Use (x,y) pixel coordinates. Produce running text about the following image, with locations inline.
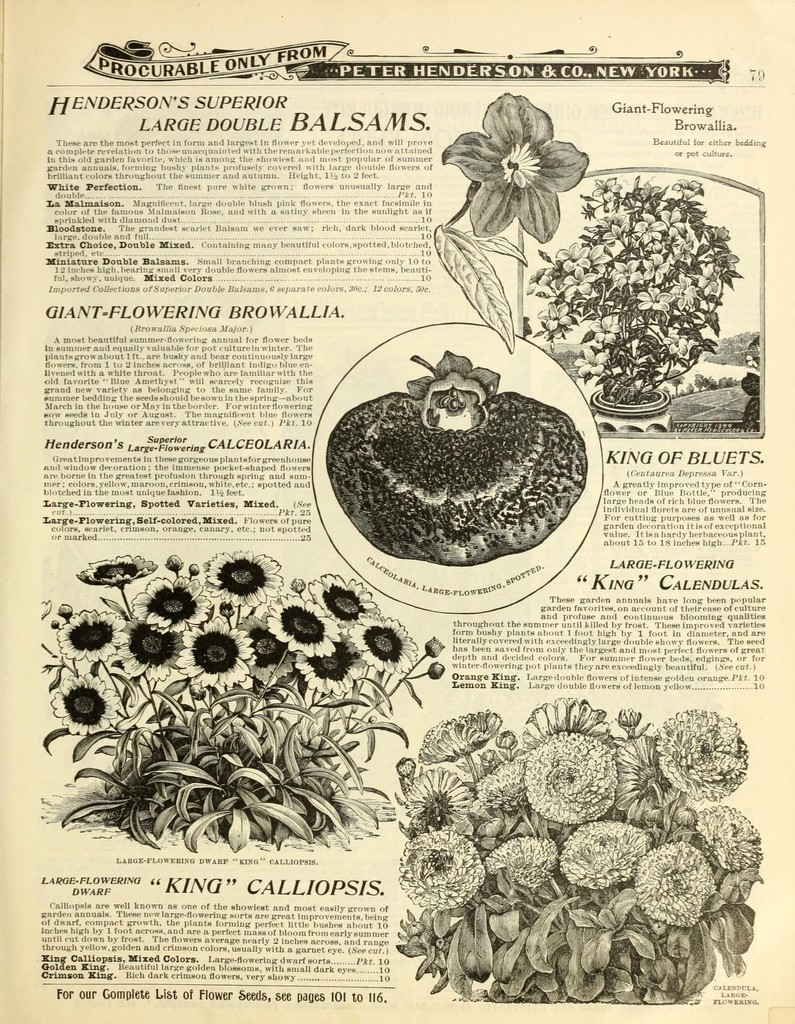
In this image it is looking like a poster (271,685). I can see few pictures (366,393) and some text (611,506) on it.
